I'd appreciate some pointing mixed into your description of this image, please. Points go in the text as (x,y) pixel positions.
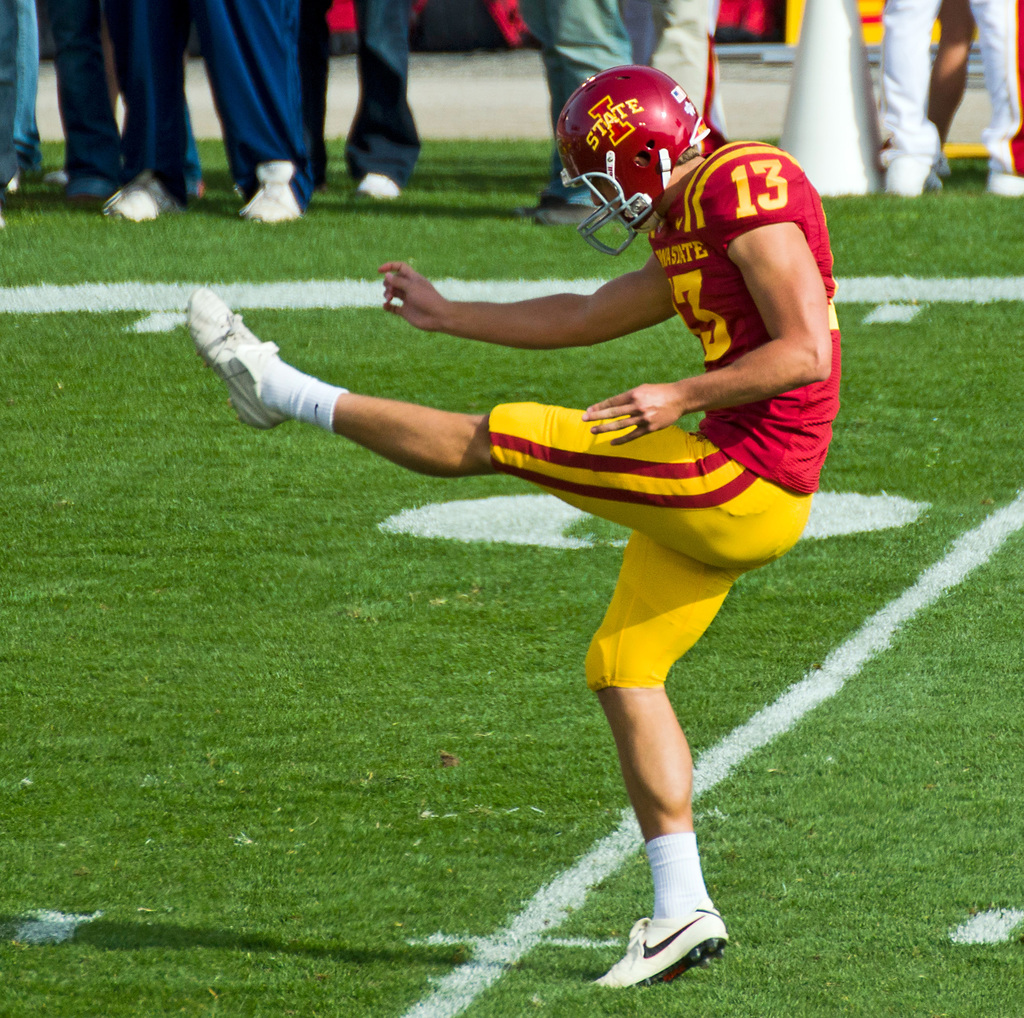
In this image I can see a person (758,424) is wearing yellow and red color dress (809,390) and helmet (631,114). Back I can see few people (915,82) standing.
